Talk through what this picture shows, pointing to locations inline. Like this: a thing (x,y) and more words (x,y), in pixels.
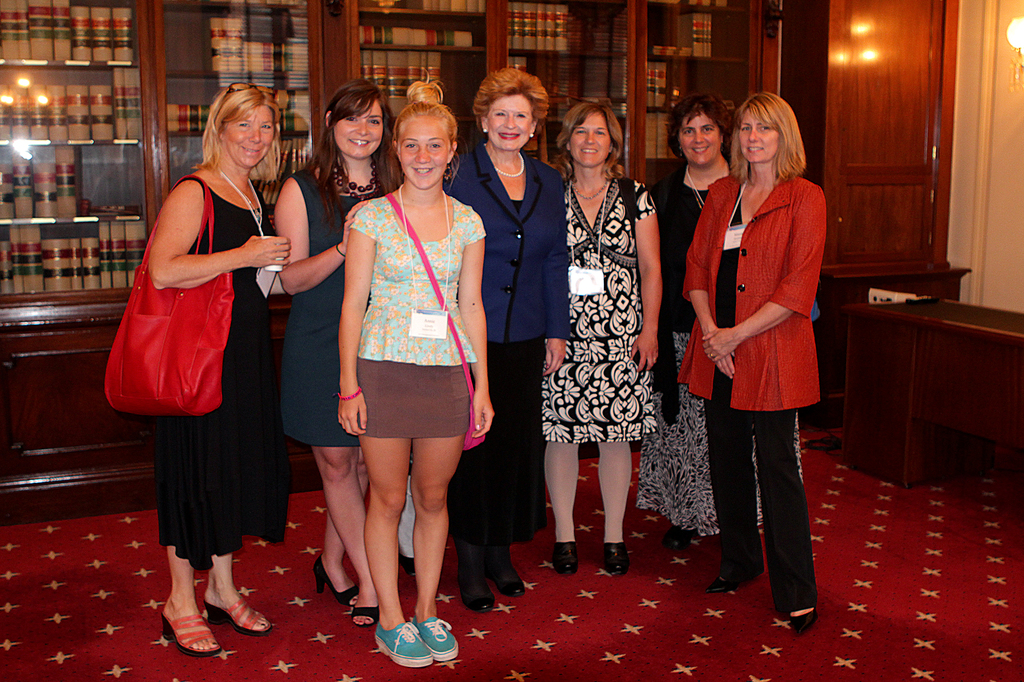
In the center of the image (461,295) we can see a group of ladies (480,283) are standing. In the background of the image (460,121) we can see a cupboard (78,327), books (26,114) are there. On the right side of the image (1003,203) we can see a light (1018,25), wall (992,215), bench (945,390) are present. At the bottom of the image (569,635) floor (572,591) is there.
